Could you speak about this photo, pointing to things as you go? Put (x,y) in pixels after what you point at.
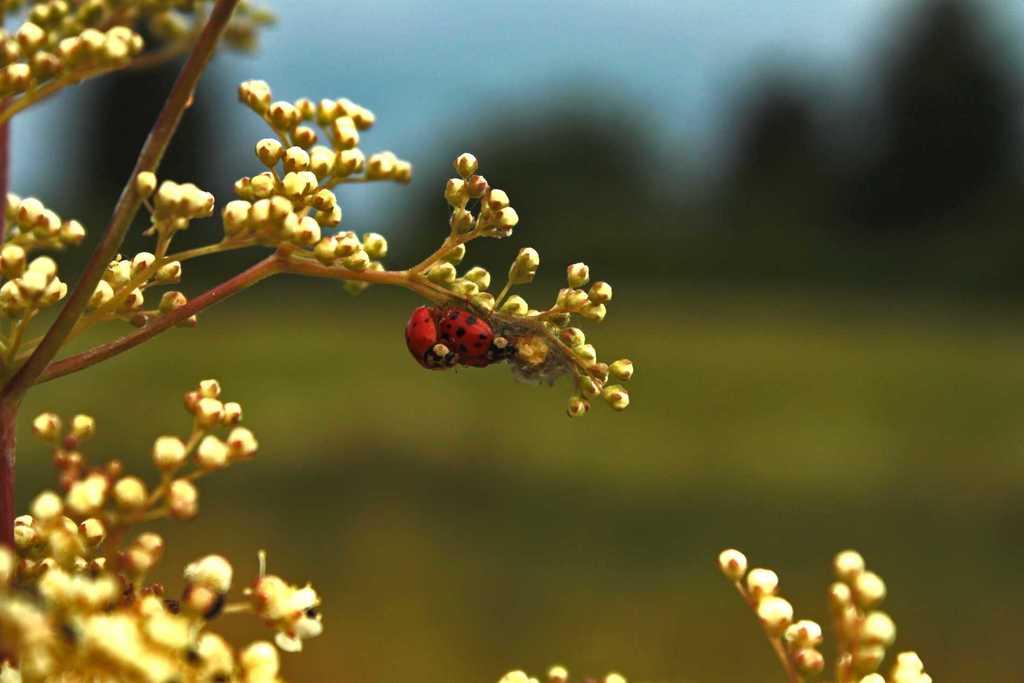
In this image in the front (162,230) there is a plant (318,201) and on the plant (340,239) there are ladybugs (487,337) and the background (746,378) is blurry.
